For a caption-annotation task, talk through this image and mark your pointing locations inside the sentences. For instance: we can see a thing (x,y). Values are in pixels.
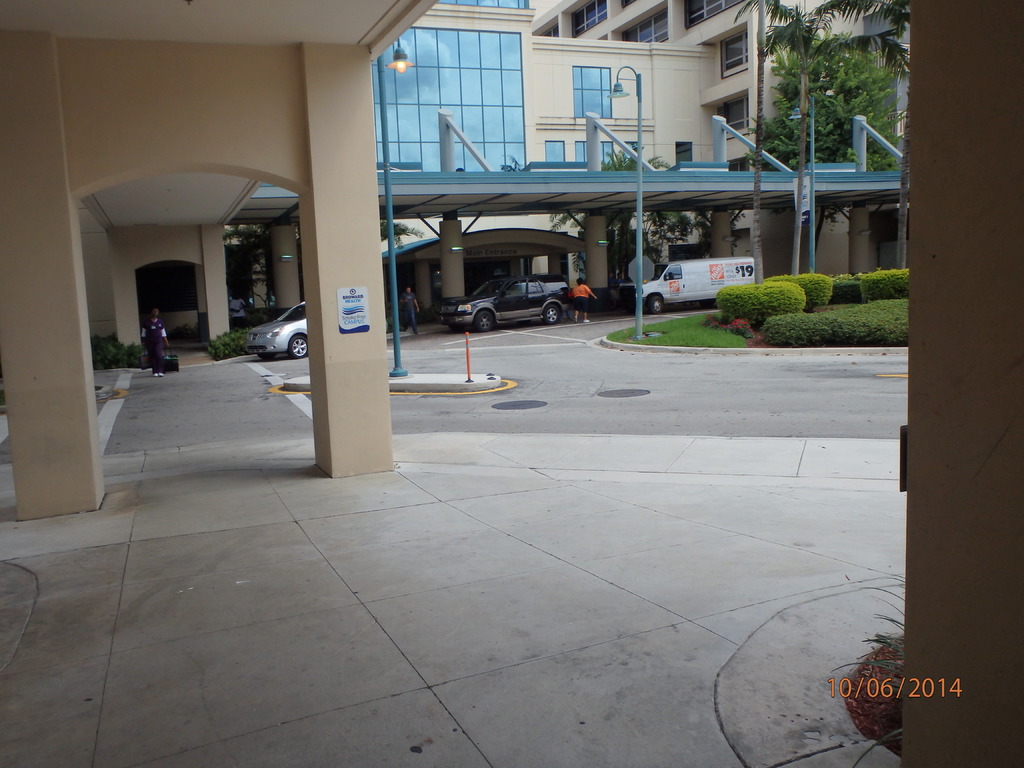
There is a building (334,229) with pillars (462,222) and windows (710,13). Near to the building (690,13) there are vehicles (514,304). Also there are bushes (772,320), light poles (383,102) and trees (807,68). In the right bottom corner (874,685) there is a watermark (869,696).
